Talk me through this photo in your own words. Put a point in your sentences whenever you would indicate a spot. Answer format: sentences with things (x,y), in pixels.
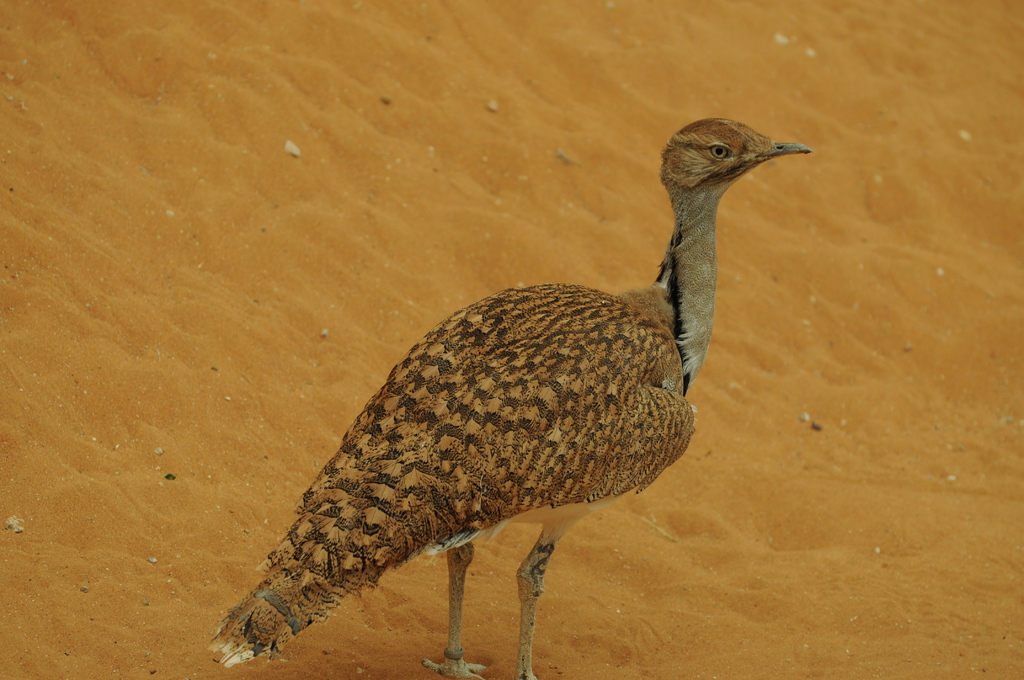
This image consists of a bird (441,485). It has legs (458,615), feathers (522,431), eyes (720,148), beak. There is sand (86,359) in this image.
